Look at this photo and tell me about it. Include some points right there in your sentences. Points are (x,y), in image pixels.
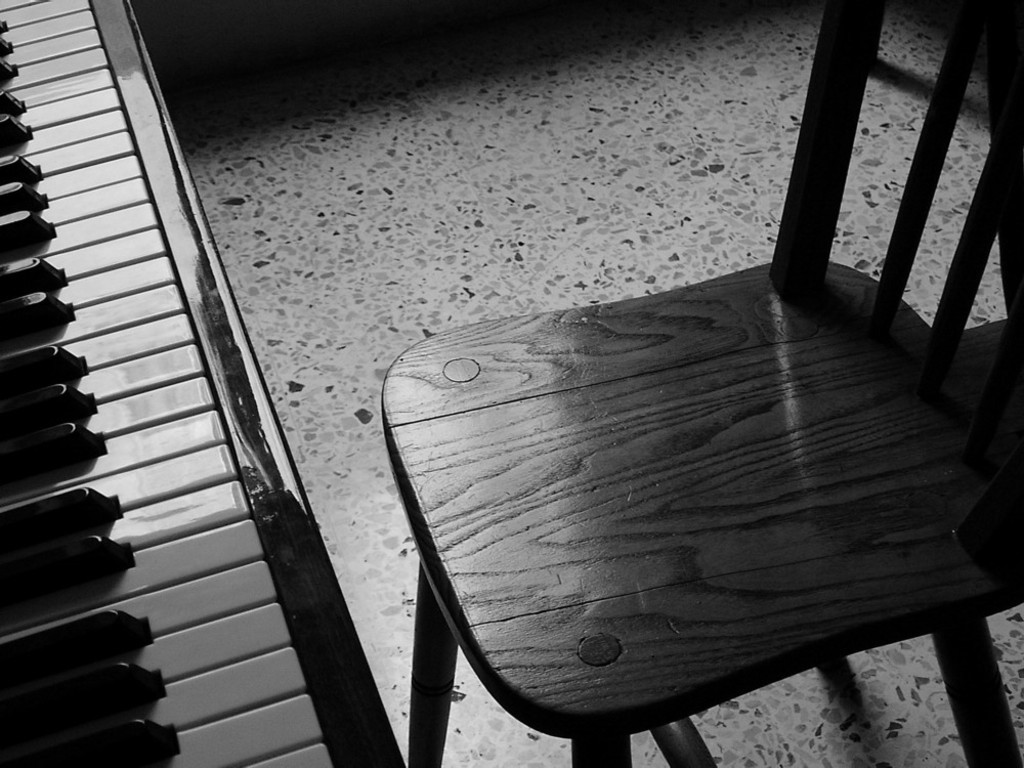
We can see chair (855,525) on the floor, in front of this chair (574,432) you can see keyboard (185,560) with black and white keys (162,605).
